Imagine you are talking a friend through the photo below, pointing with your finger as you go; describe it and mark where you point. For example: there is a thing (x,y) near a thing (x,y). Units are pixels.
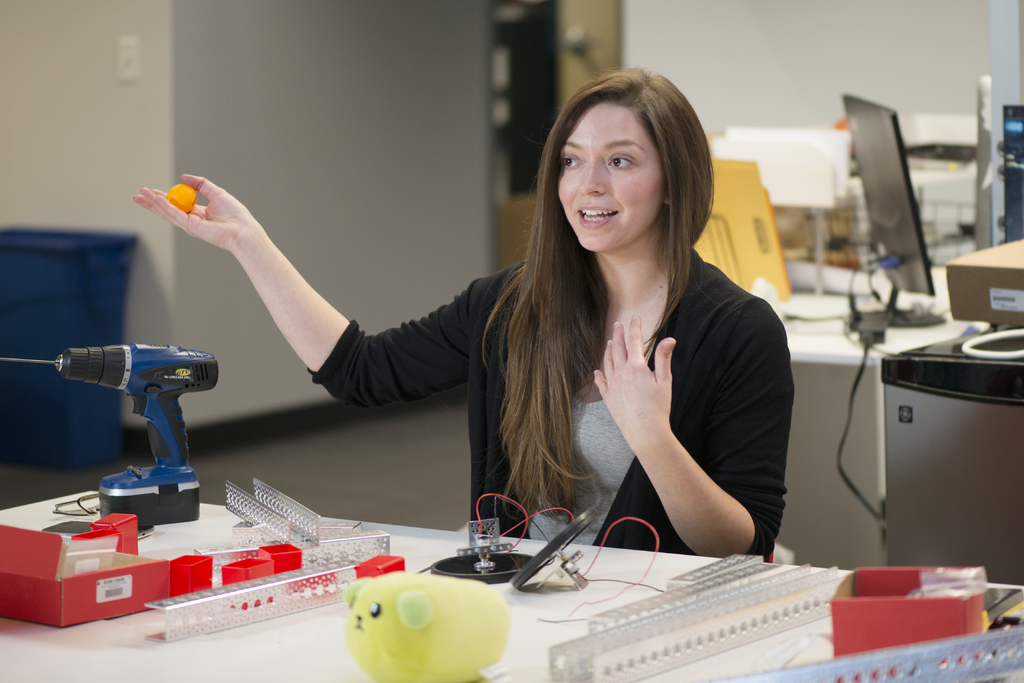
This image is taken indoors. In the background (447,110) there is a wall (484,114) and there is an object (61,290). At the bottom of the image (260,651) there is a table (162,648) with a toy (426,656), a drilling machine (109,377) and many things (648,650) on it. On the right side of the image (930,438) there is a machine (942,398). There is a cardboard box (989,304). There is a table (917,338) with a monitor (878,189) and a few things (786,210) on it. In the middle of the image (549,336) a woman (575,373) is sitting and she is holding a tiny ball (181,192) in her hand (221,210).
